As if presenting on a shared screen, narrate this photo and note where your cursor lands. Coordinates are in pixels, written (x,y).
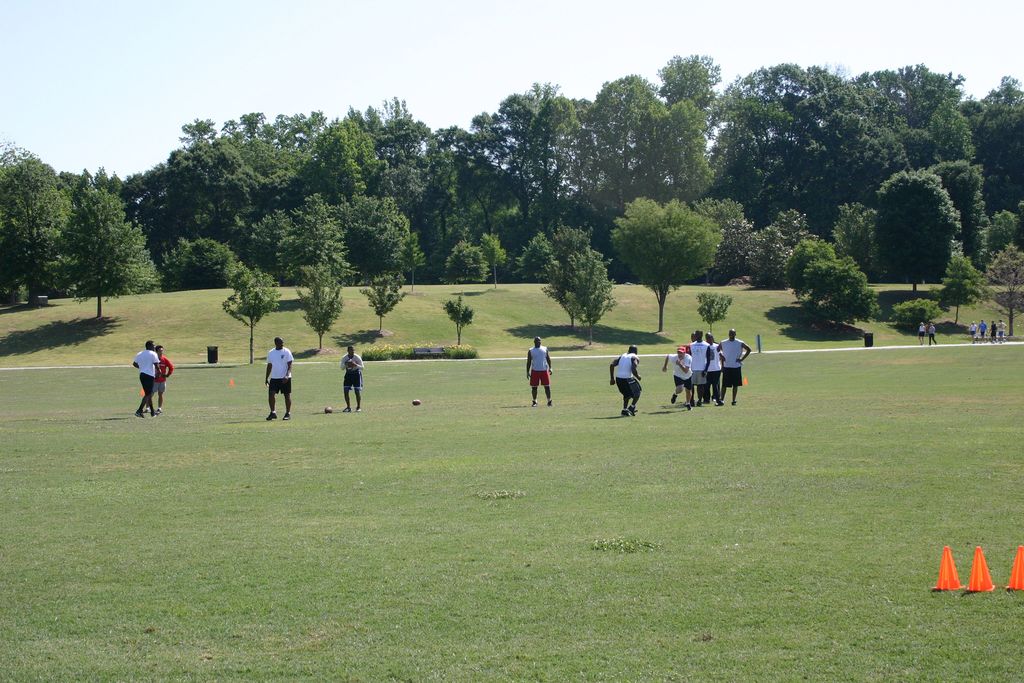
In the background (784,75) we can see the sky (220,5), trees (163,209), plants (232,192). In this picture we can see the people (709,384). Few are walking and few are playing. We can see the balls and traffic cones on the green grass (919,588). Far we can see the black objects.
